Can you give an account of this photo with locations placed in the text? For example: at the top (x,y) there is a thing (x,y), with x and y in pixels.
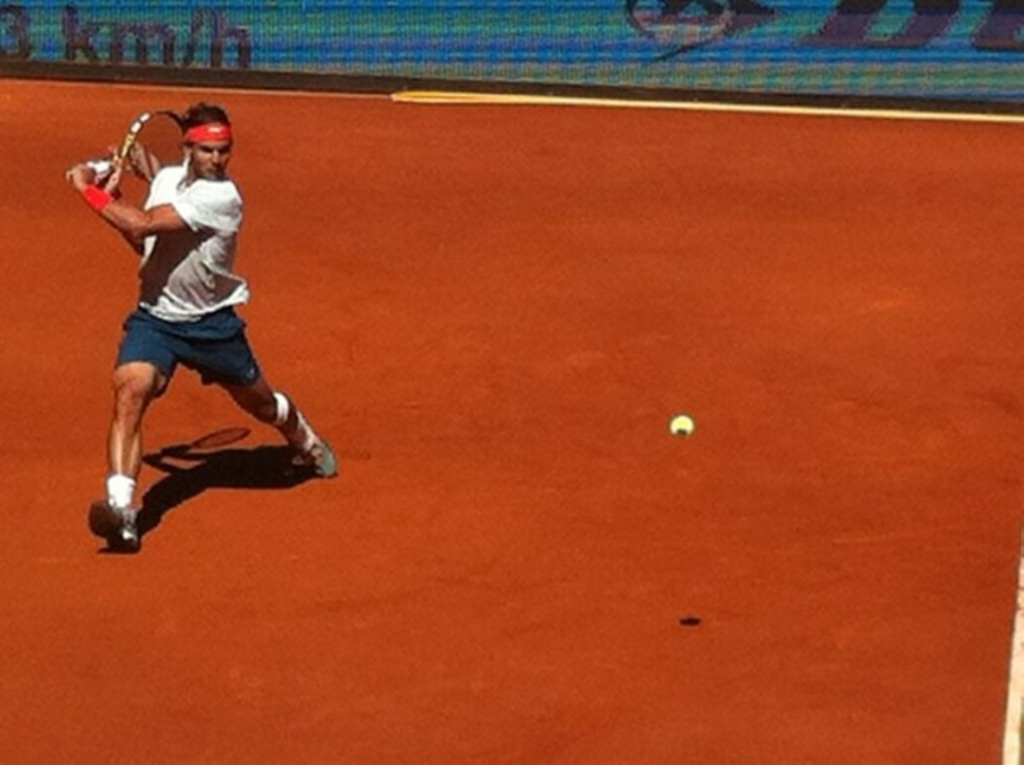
In this picture we can see a man (222,313) holding tennis racket (162,148) in his hand (113,194) and standing in a ground (586,200) where we can see ball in air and in background (506,41) we can see banner (345,73).
